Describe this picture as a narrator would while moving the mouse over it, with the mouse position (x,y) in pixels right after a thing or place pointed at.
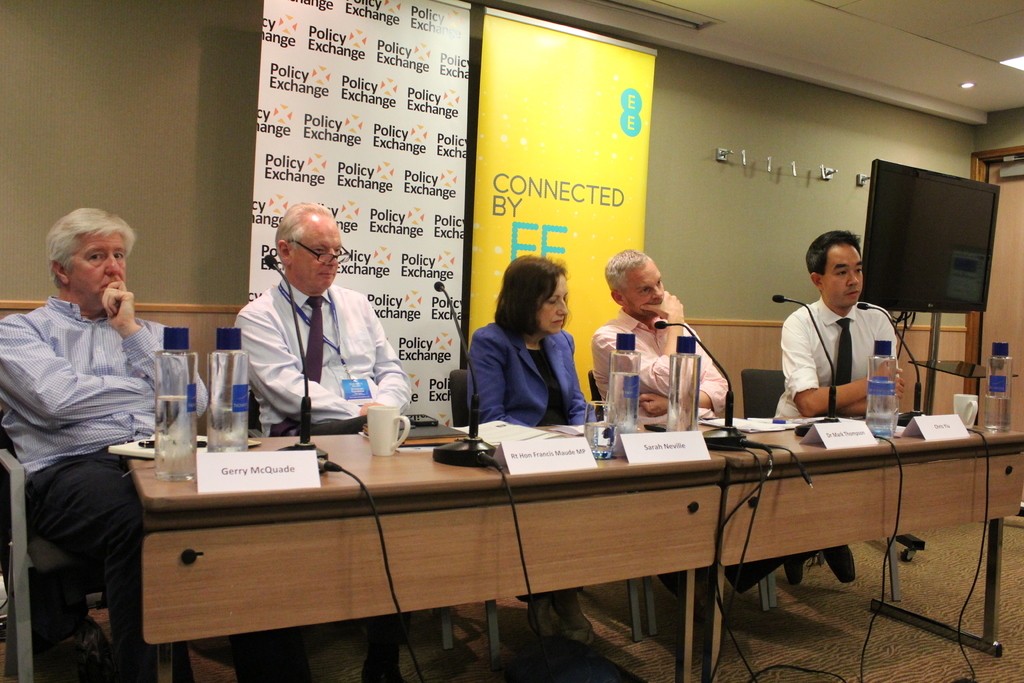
In this image there are people (565,294) sitting on the chairs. In front of them there is a table (222,549). On top of the table (162,533) there are water bottles (673,380), cups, mikes (835,405), name boards (663,458), glasses (611,453), pens (783,422), papers (771,418). At the bottom of the image (902,655) there is a floor (943,662). In the background of the image (729,219) there is a wall (745,211). On the right side of the image (957,293) there is a TV (945,296). There are banners (459,168). On top of the image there are lights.
